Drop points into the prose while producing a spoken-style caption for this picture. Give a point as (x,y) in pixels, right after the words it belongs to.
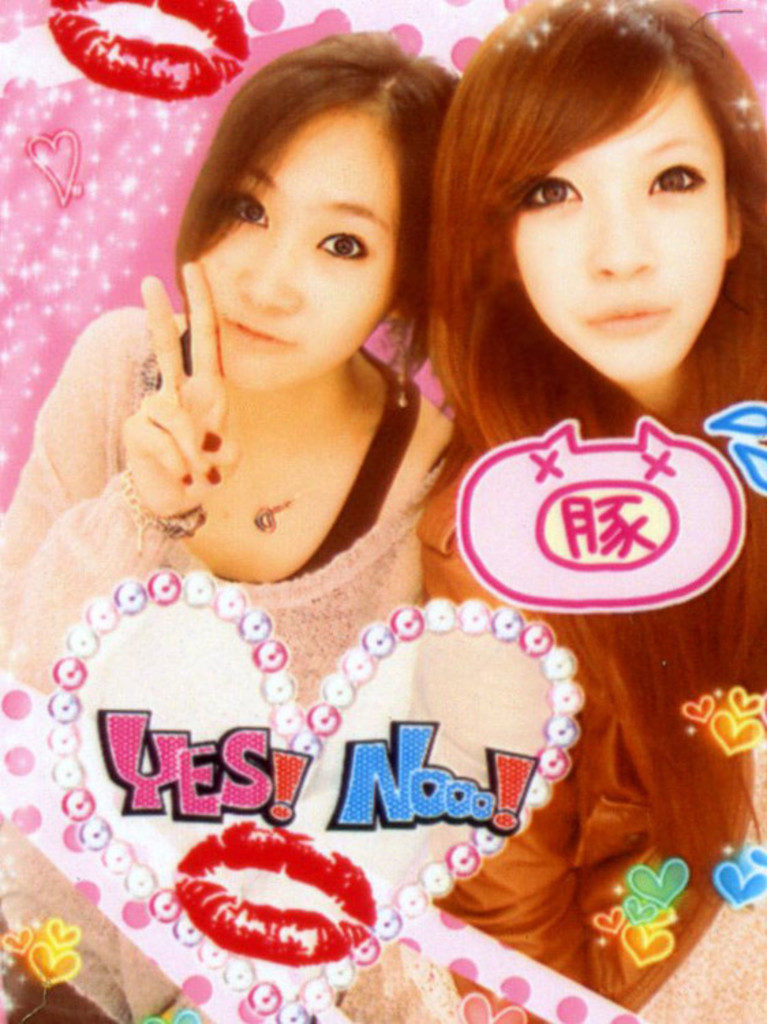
This is an edited image and here we can see people (265,558) and there is some text (205,764) and some other images (119,80).
